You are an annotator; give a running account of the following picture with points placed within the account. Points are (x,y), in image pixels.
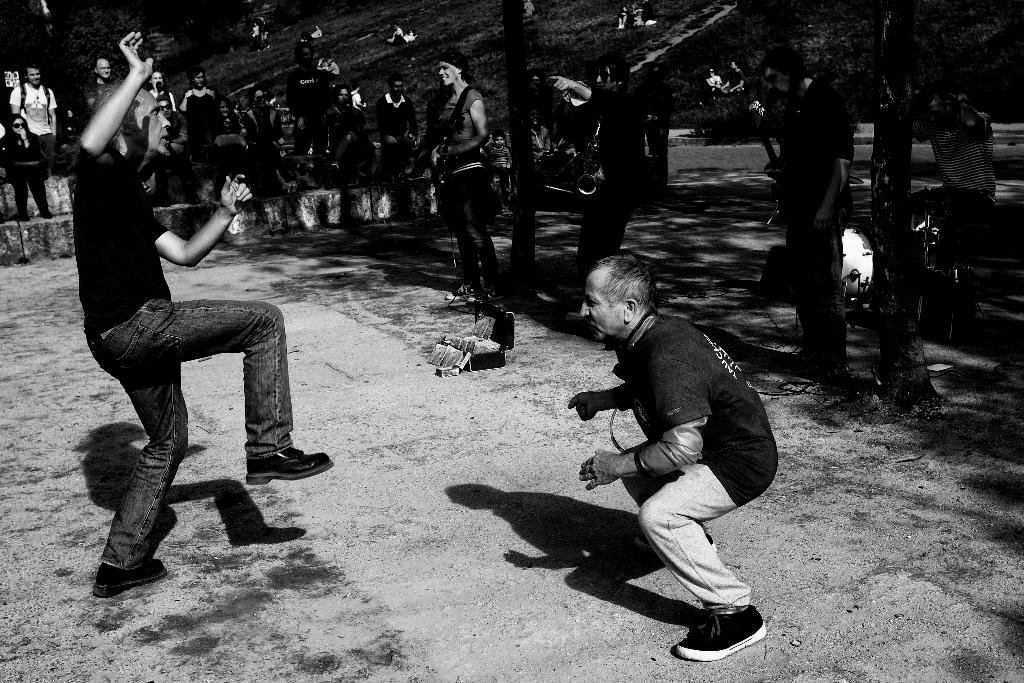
This is the picture of a black and white image and we can see a few people (611,88) playing musical instruments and there are two people (162,569) and it looks like they are dancing and we can see some people (17,158) in the background (192,131). We can see some trees (520,25).
